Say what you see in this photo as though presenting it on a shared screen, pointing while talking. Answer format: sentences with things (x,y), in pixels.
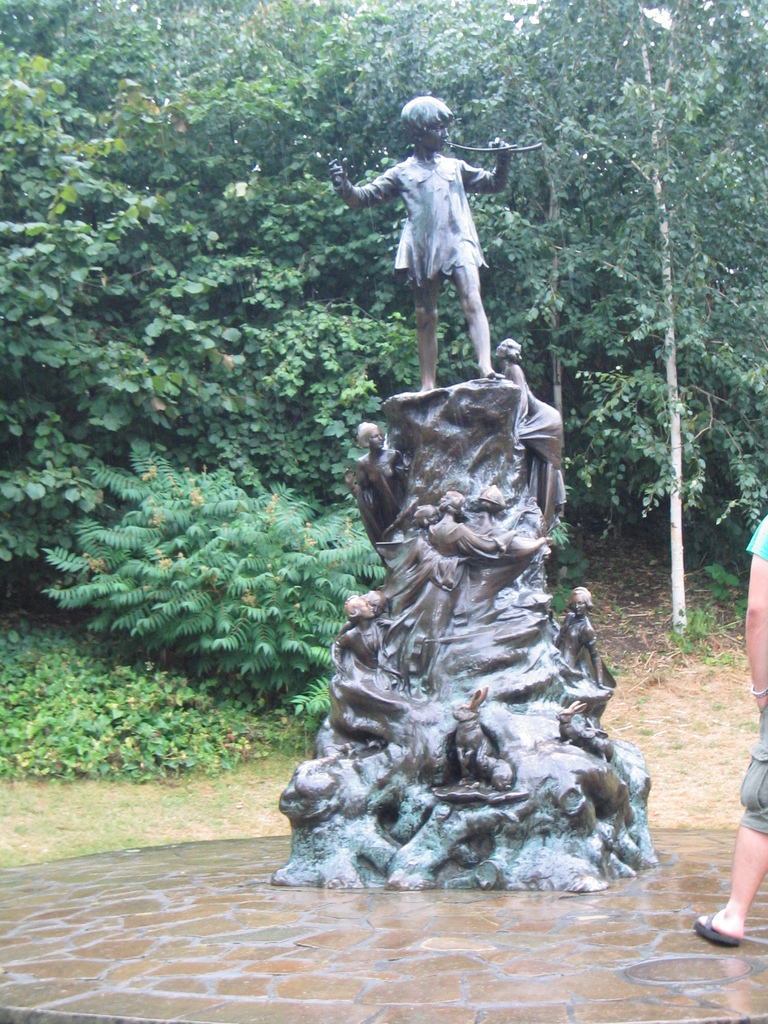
In the center of the image (347,477) there is a statue (511,391). On the right side of the image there is a person (749,809) standing. In the background of the image (350,435) there are trees (203,577).
